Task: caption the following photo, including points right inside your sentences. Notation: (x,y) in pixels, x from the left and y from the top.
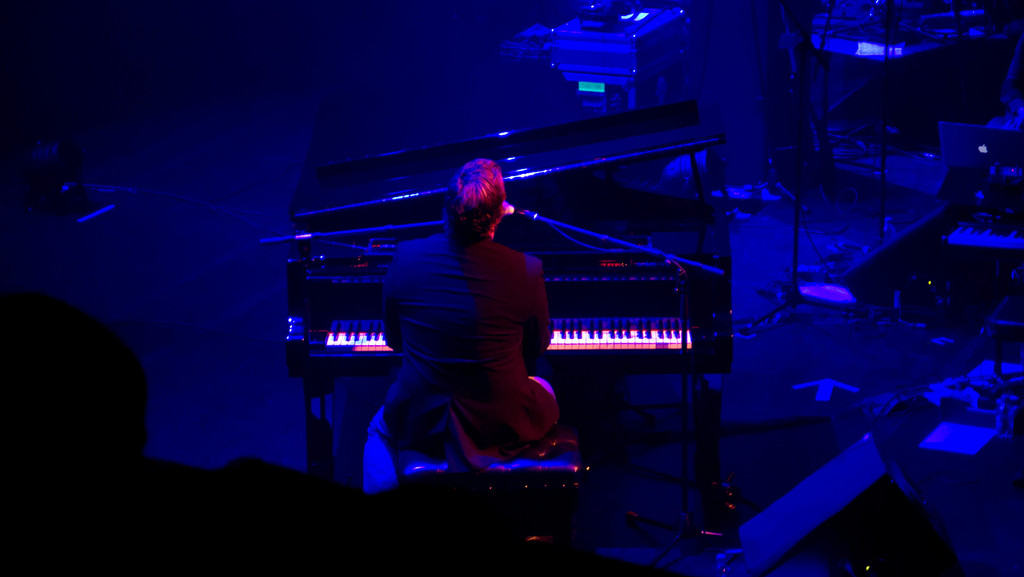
This might be clicked in a musical concert. There are musical instruments (702,449) in the middle (354,276). There is a keyboard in the middle (358,357). There is a person (463,379) sitting near a keyboard (721,341). There is a mic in front of him.
